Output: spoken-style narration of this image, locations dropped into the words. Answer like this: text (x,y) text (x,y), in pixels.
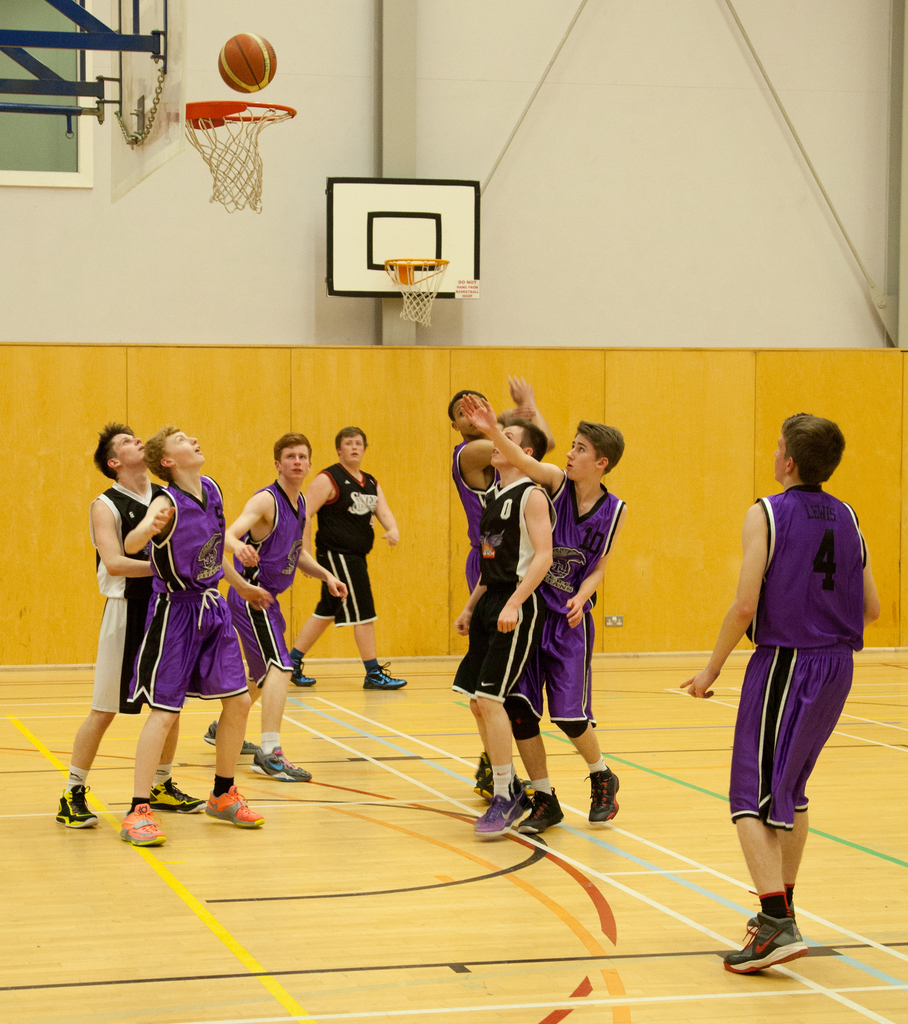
In this picture there are people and we can see basketball hoops (266,128), ball (252,70) in the air (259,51) and floor (531,849). In the background of the image (478,111) we can see wall (724,386).
